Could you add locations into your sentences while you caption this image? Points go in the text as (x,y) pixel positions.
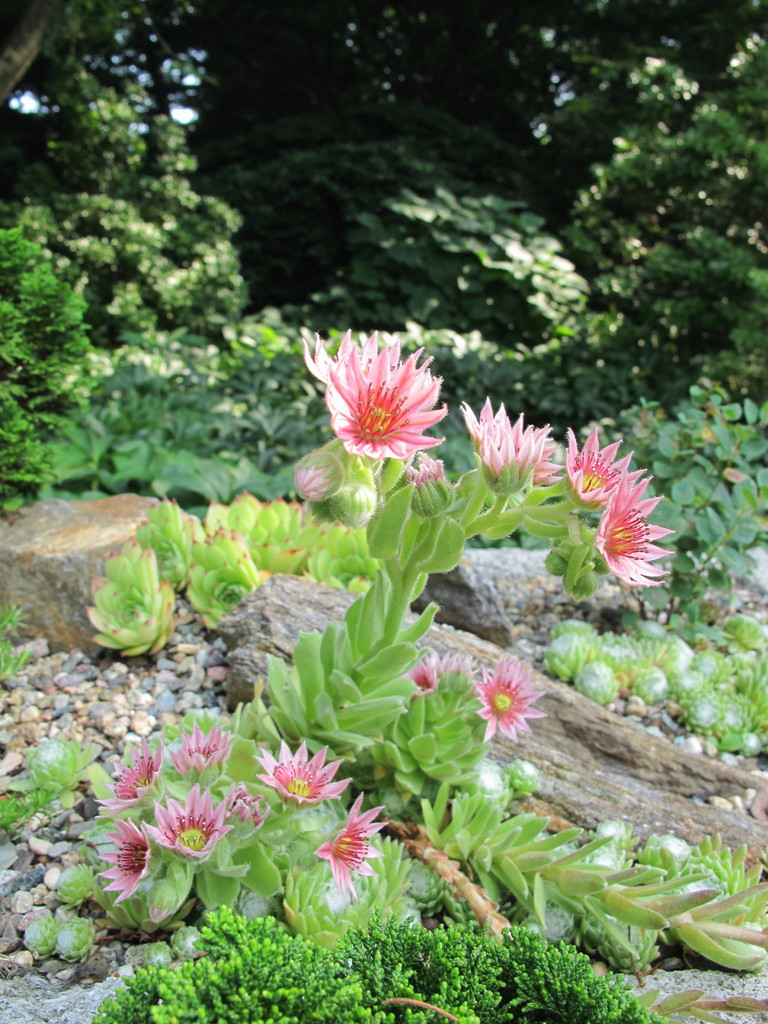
In this picture we can see few flowers (391,357), stones (327,616), plants (268,385) and trees (208,121).
